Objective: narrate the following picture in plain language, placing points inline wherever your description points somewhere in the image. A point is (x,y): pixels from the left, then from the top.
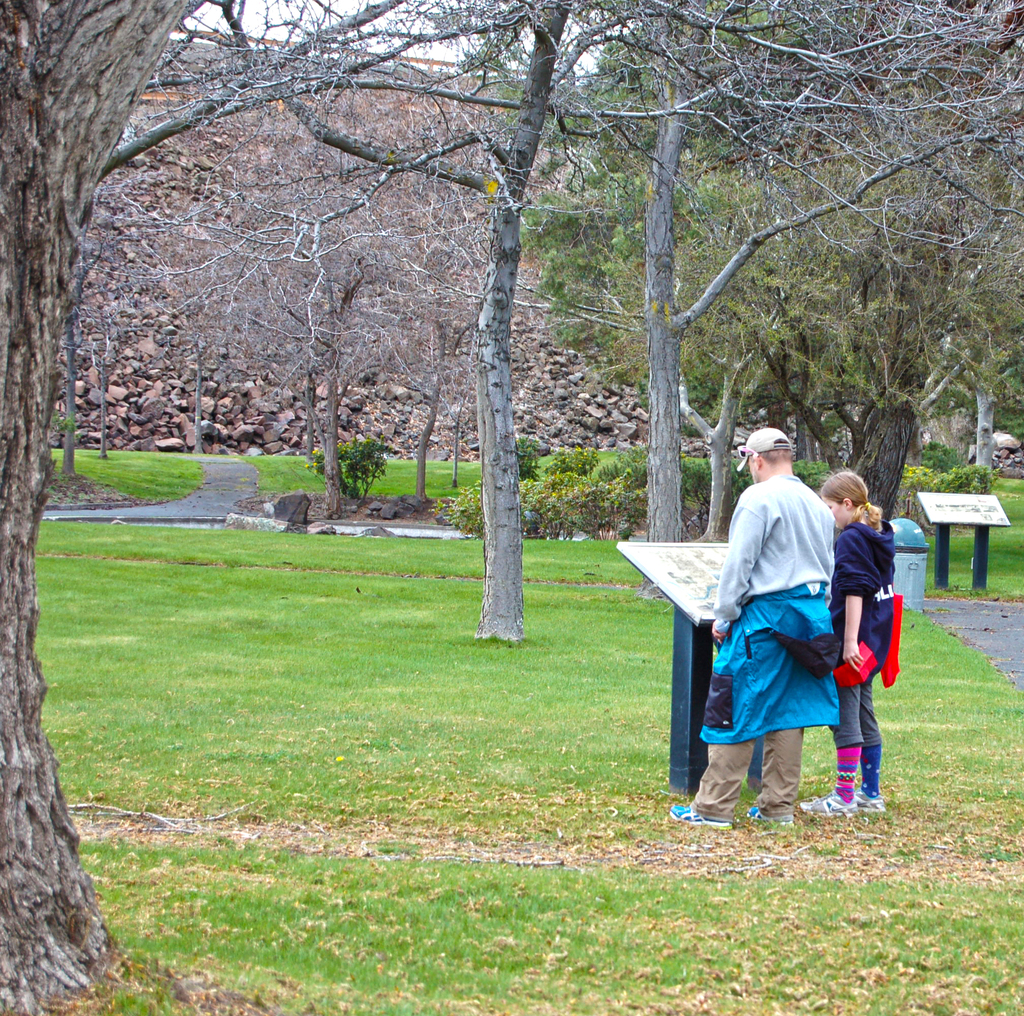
In the picture we can see a man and a girl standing on the grass surface (922,626) near the desk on it we can see a white board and the man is wearing cap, in the background (922,461) we can see a plants (910,468) and trees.
